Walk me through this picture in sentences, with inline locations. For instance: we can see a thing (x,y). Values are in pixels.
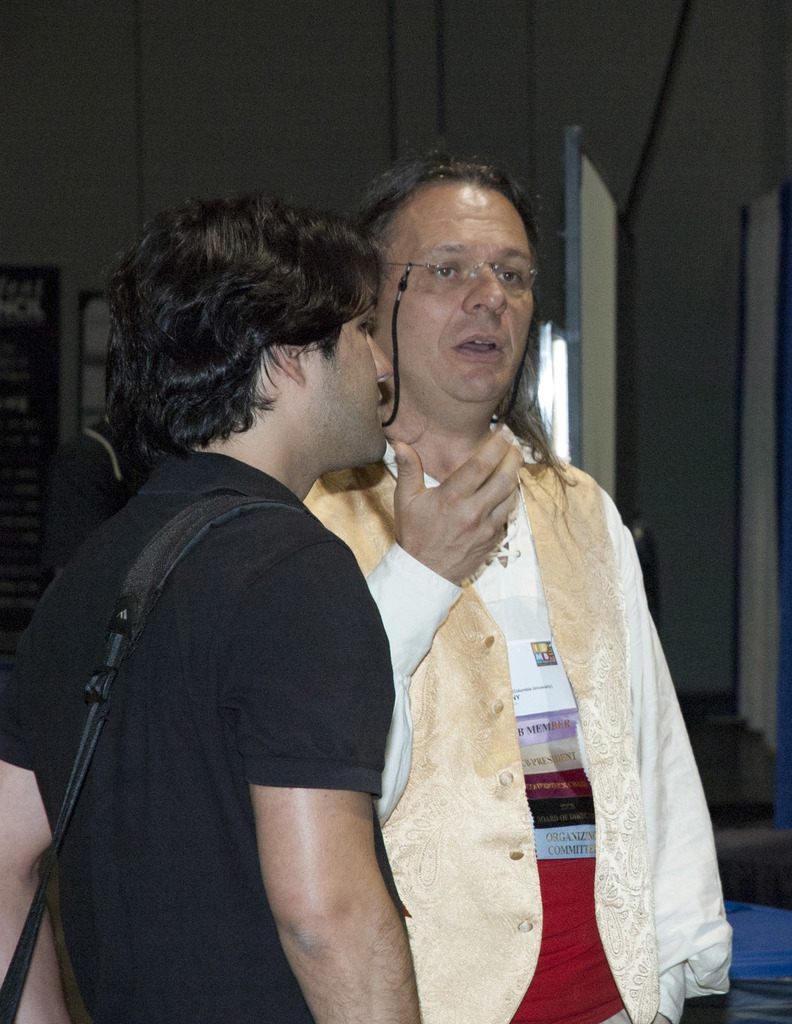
In this image there is a person (452,772) wearing a jacket (521,831) is standing beside a person (278,686) wearing a black shirt (234,659). He is wearing a bag (14,1011). Behind them there is a wall (744,116) having door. Left side (7,322) there is a banner (15,350).
